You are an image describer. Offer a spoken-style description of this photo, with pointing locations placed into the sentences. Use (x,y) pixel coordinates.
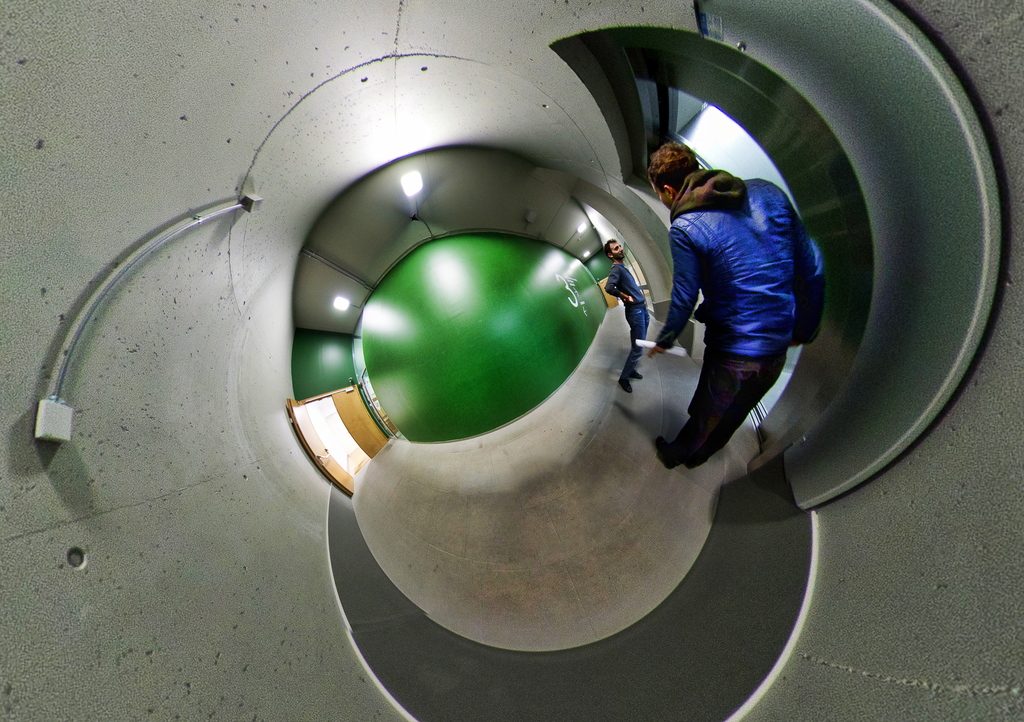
In this image we can see an object (208,496) looks like an inside of a house (379,470). There are two persons (715,399) standing and among them a person (708,417) is holding a paper (683,346). Beside the person's (703,182) there are two windows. In the background (547,322), we can see the wall (384,120) and a door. At the top (468,204) we can see the roof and the lights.
